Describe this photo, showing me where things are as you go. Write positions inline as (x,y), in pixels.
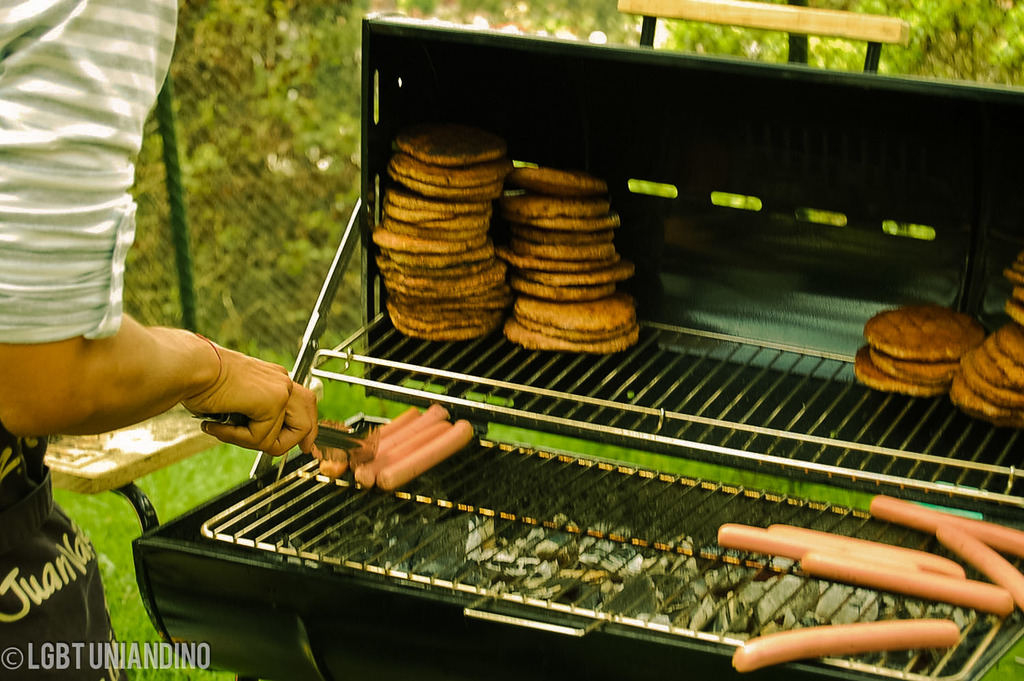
In this image we can see some food items (549,338) on the barbecue (614,376), behind with it, we can see plants (252,93), fencing (186,272), and a person (112,369) holding a tong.
